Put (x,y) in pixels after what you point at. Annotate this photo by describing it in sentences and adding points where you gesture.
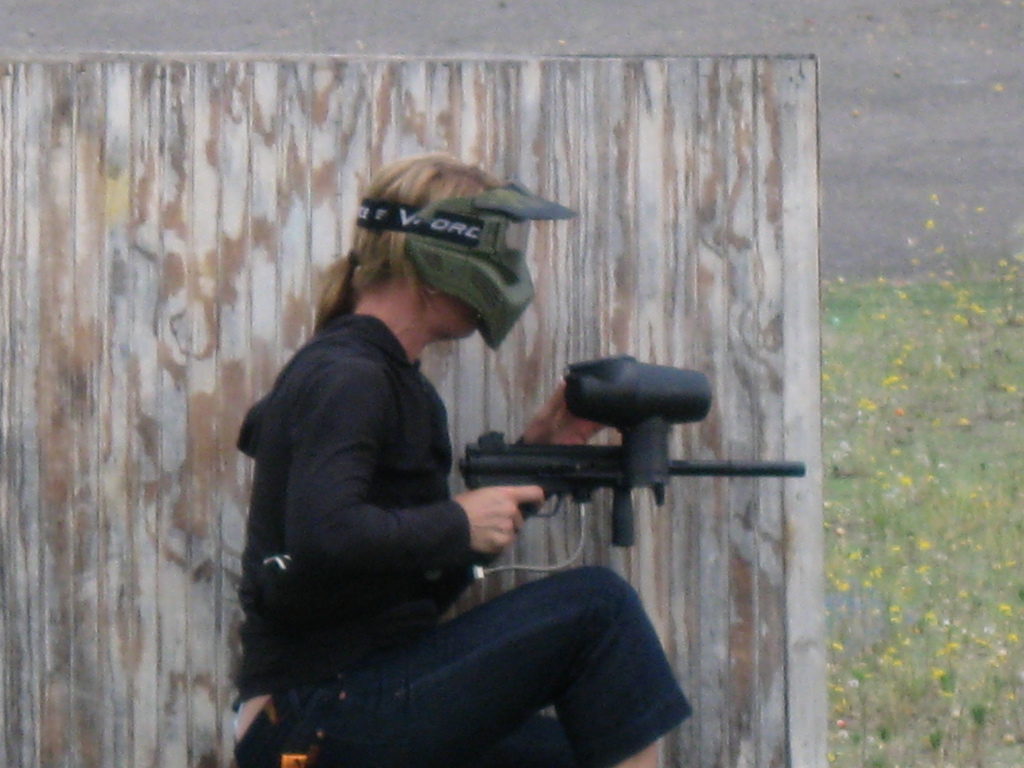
In this image in the center (380,401) there is one person (420,591) who is sitting and she is holding a gun (544,471) and she is wearing some cap (485,258), in the background (134,263) there is a wall (121,652) road (831,172) and on the right side (899,444) there are some plants (914,548).
